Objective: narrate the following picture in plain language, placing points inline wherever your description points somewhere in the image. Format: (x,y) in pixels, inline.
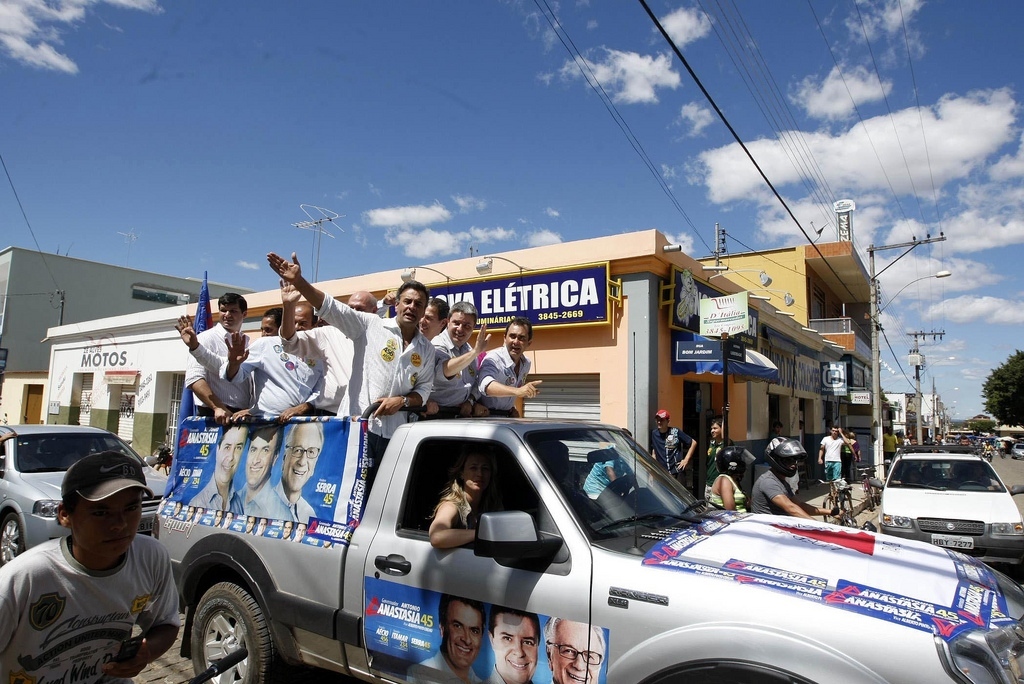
It is a outside view, we can see vehicle (350,580), banners (366,582). Group of peoples (433,398) are standing on vehicle (514,509), a woman (445,508) is riding a vehicle (410,536). And the left side (100,607) a boy (102,623) is there. We can see so many vehicle (928,486) are there. We can see building (85,323), house (120,342), banner (604,313), hoarding (736,337). We can see background (539,110) cloudy sky (558,112) and wires (722,113), pole (910,242) here. And right side (1022,391), we can see tree (1009,396).
